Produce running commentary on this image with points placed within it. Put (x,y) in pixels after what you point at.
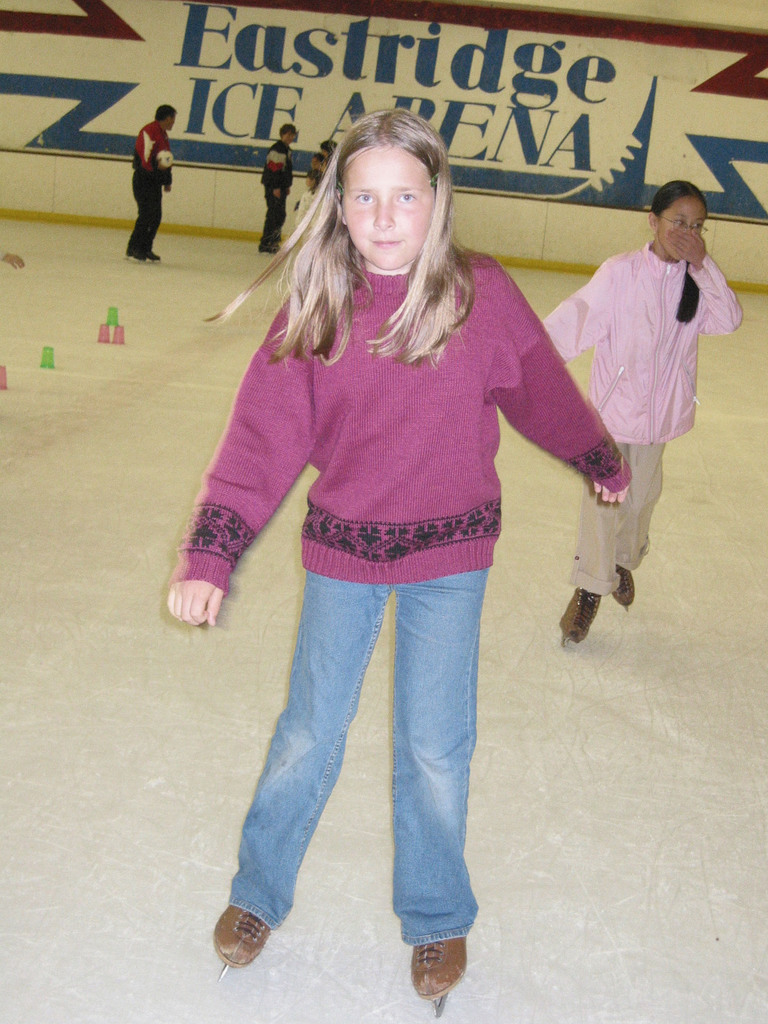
In this picture we can see some people (325,177) are doing skating, behind we can see painting (521,35) on the wall (62,223).
